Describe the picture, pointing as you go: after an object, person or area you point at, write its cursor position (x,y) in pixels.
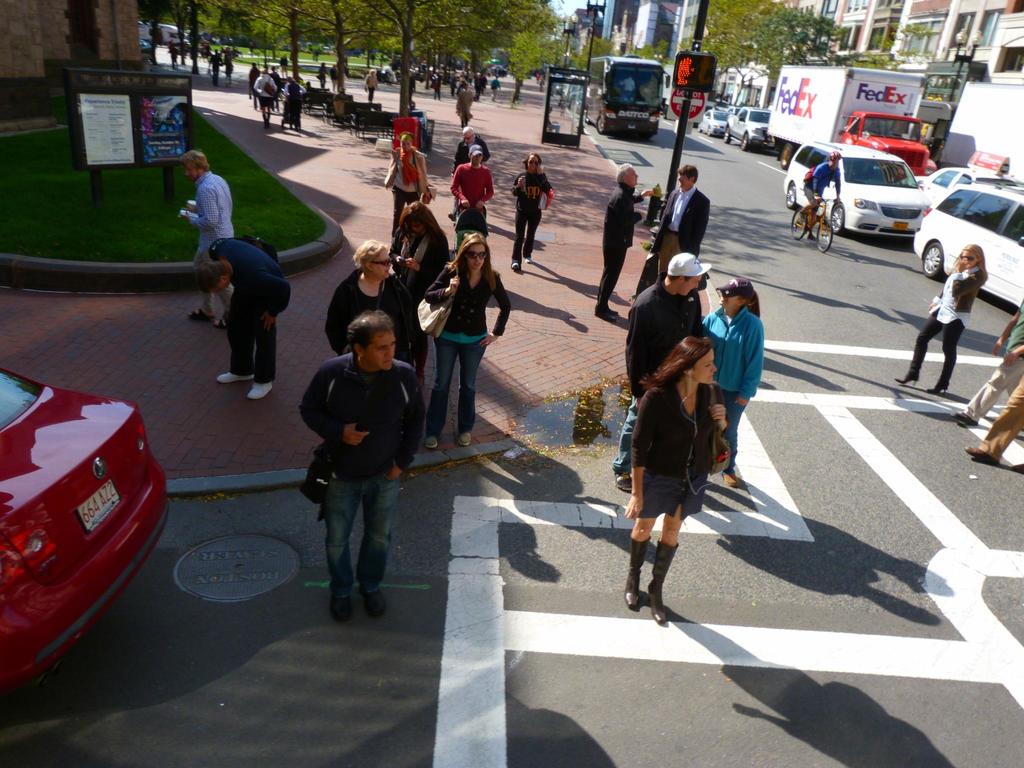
This is the picture of a city (475,407). In this image there are group of people (650,308) walking and there are vehicles (747,146) on the road (592,500) and there are buildings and trees (537,3) and street lights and there are hoardings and there are might be benches (378,104) on the footpath (498,265). At the top (577,1) there is sky (564,3). At the bottom (762,671) there is a road (799,614) and there is water (600,393) and grass (160,236).
